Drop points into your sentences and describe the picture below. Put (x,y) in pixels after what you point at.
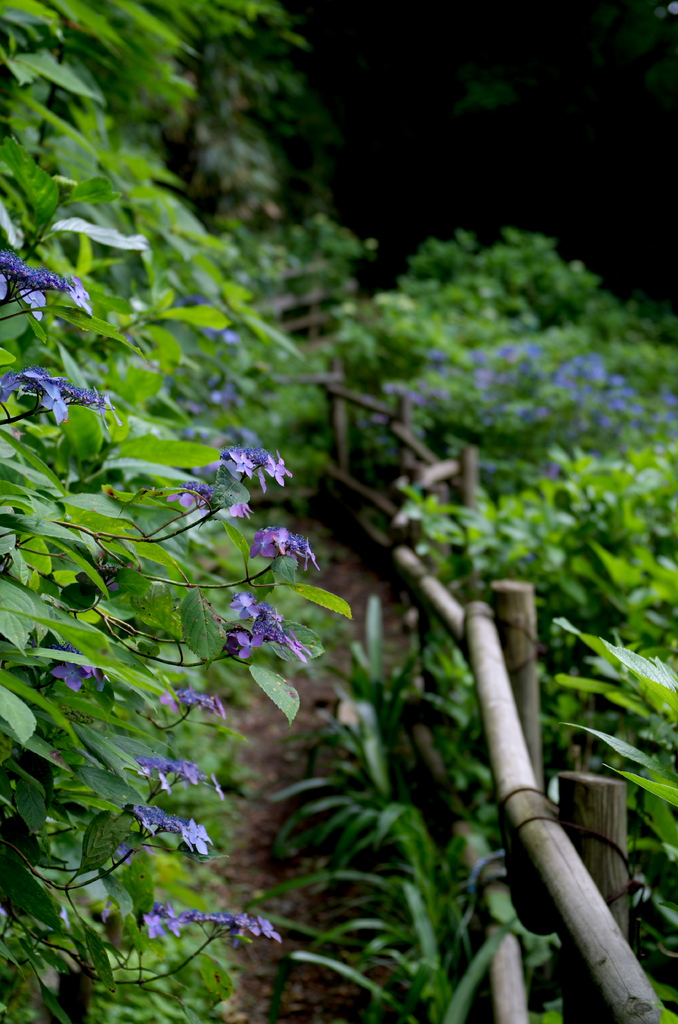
In this image we can see plants (603,486) with flowers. Also there is a wooden fencing (532,620). In the background (372,133) it is blur.
